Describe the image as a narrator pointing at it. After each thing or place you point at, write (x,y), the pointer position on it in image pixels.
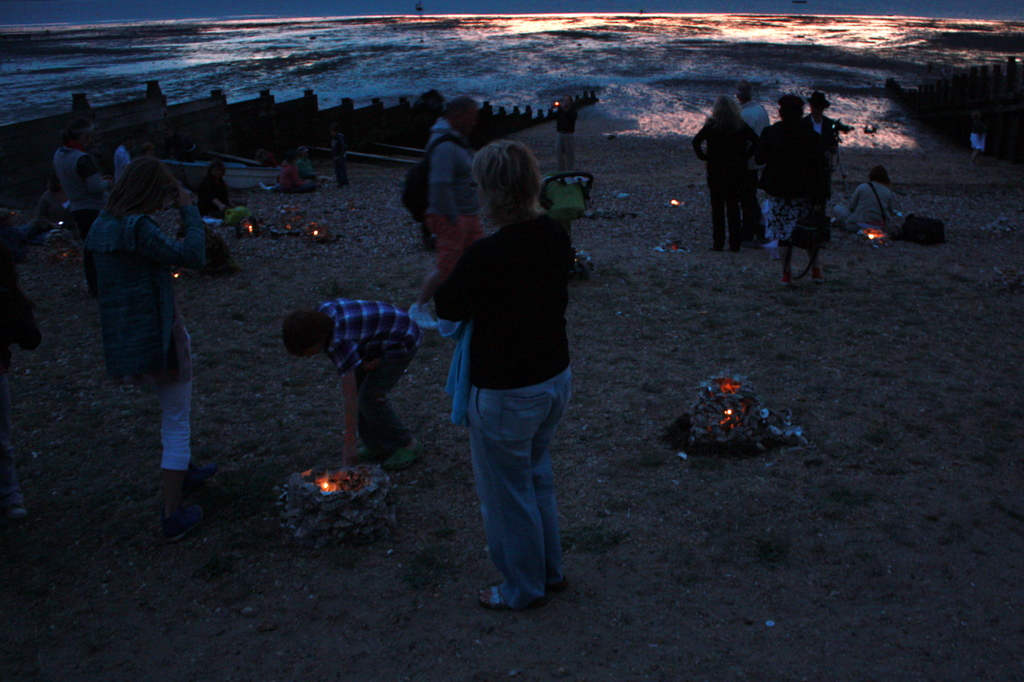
In this image I can see, in the middle (517,361) a group of people (563,229) are there, at the bottom (343,470) it looks like fire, at the top (469,51) there is water (538,65).
